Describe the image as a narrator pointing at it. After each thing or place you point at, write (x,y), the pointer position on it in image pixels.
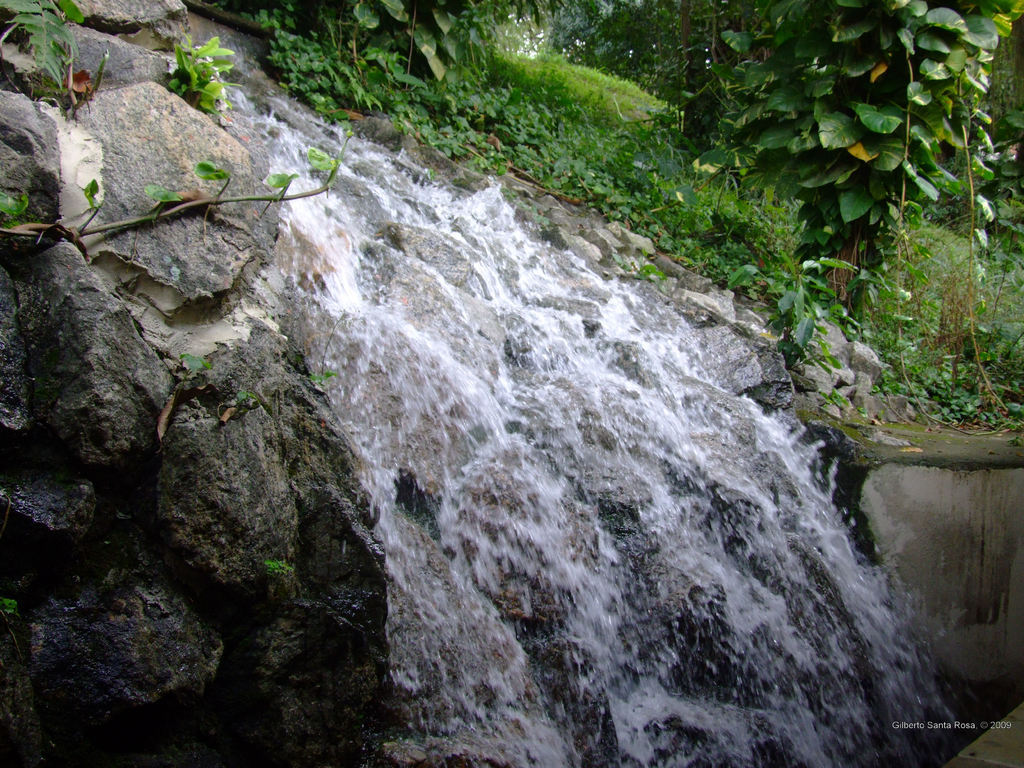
In this image in the center (398,280) there is a waterfall (388,409), and there are some rocks (238,287), grass (963,335) and plants (887,230). And at the top of the image (626,67) there are some trees (753,85).
